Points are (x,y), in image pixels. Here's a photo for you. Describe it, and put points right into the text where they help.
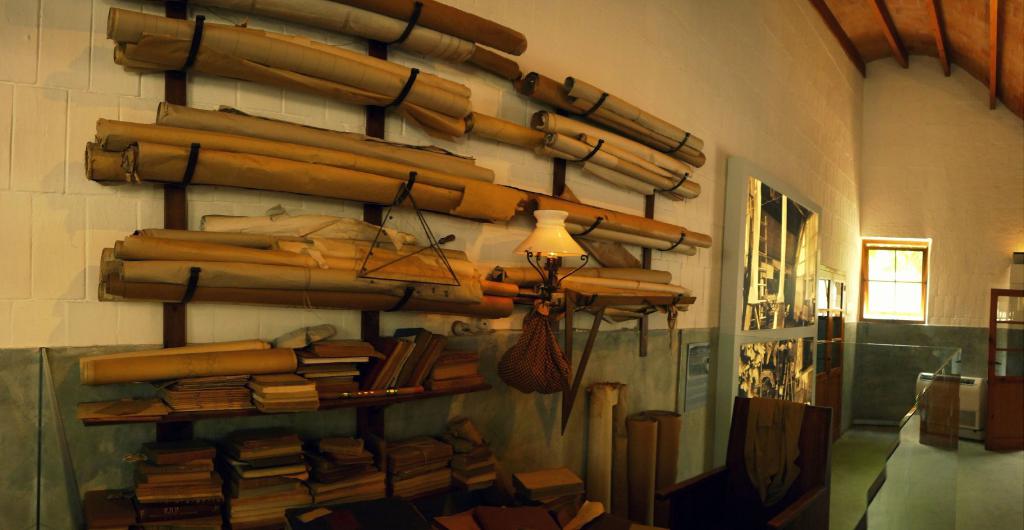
In this picture, we see a rack (421,447) in which many books (406,456) and the rolled sheets (184,369) are placed. Beside that, we see a lamp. In the middle of the picture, we see a chair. Beside that, we see a wall (697,336) on which photo frames (735,371) are placed. Beside that, we see a cupboard (829,358). On the right side (994,425), we see a cupboard (989,360) and an object (968,413) in white color. In the background (908,243), we see the windows (885,285) and a white wall (886,194). At the top (950,13), we see the roof (943,60) of the building (911,79).
